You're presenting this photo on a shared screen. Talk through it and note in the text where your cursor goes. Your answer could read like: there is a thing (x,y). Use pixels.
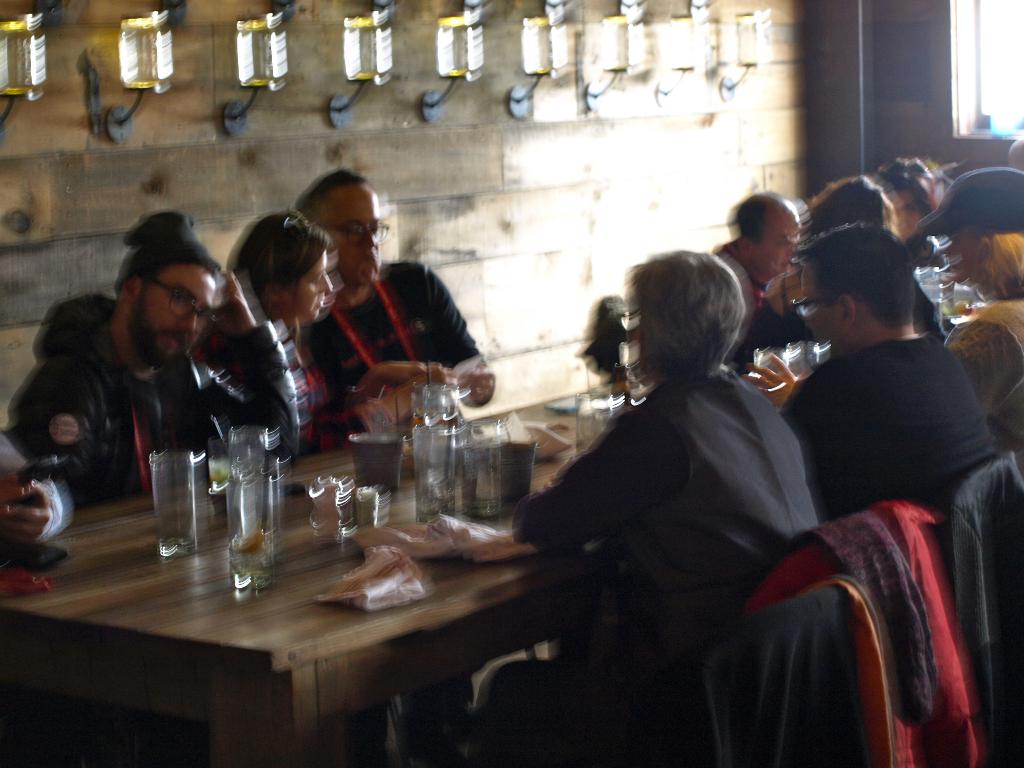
There are few people (173,369) sitting on the chair (981,524) at the table (334,545). On the table (280,537) there are glasses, tissue papers (419,528) and plates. In the background (158,135) there is a wall (367,98), window (1007,36) and lights (623,43).
